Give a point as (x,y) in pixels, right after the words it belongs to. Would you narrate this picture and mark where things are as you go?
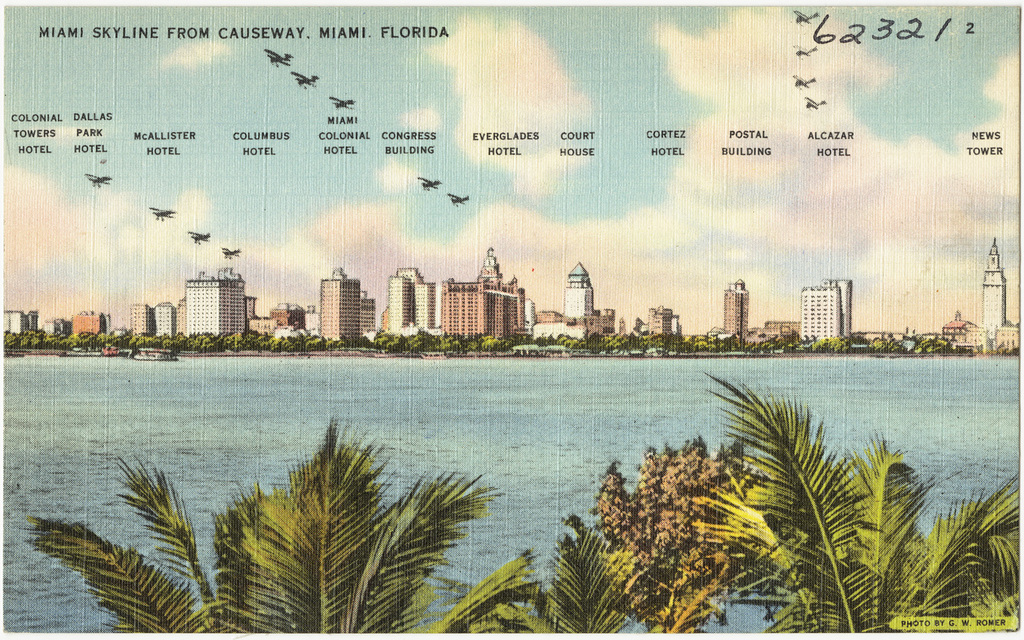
In this image I can see a depiction picture and in it I can see number of trees (707,343), water (442,396), number of buildings (357,311), clouds (362,233), the sky (354,230), few black colour things (422,179) in the air (265,180) and on the water (115,366) I can see few boats (160,352). I can also see something is written on the top side (421,137) and on the bottom right side of the image (974,620).
